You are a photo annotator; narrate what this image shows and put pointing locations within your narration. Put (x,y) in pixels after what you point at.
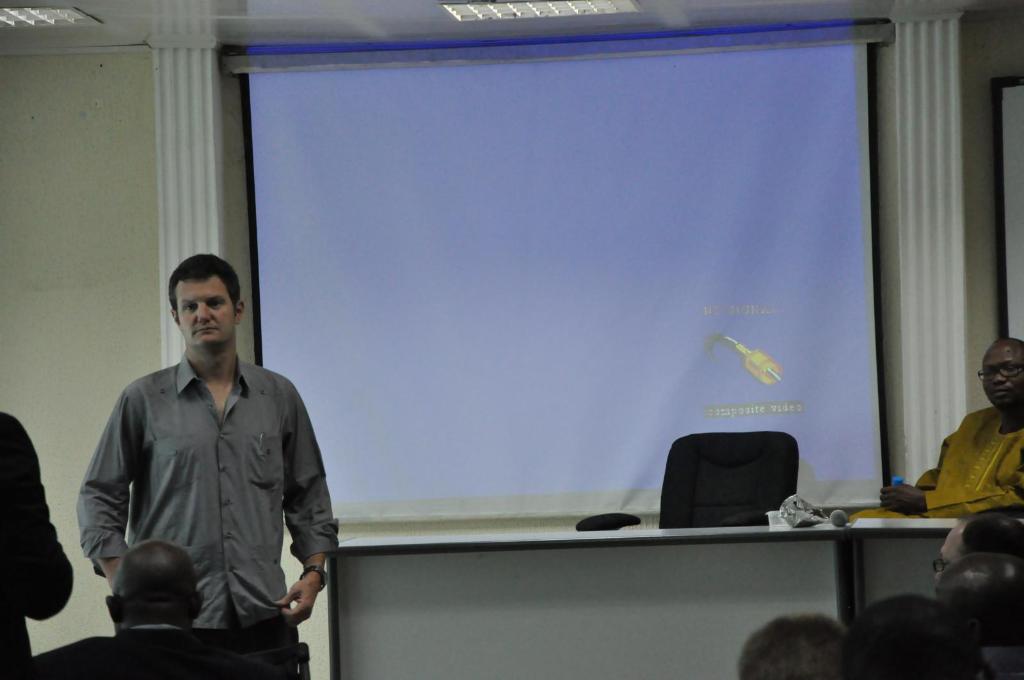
In this picture we can see a man (245,437) wearing grey shirt (264,541), standing in front (261,601) and looking to the camera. Behind there is a white projector screen (673,379) and a chair (704,485). Beside there is a man (1002,463) sitting and looking to the camera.
